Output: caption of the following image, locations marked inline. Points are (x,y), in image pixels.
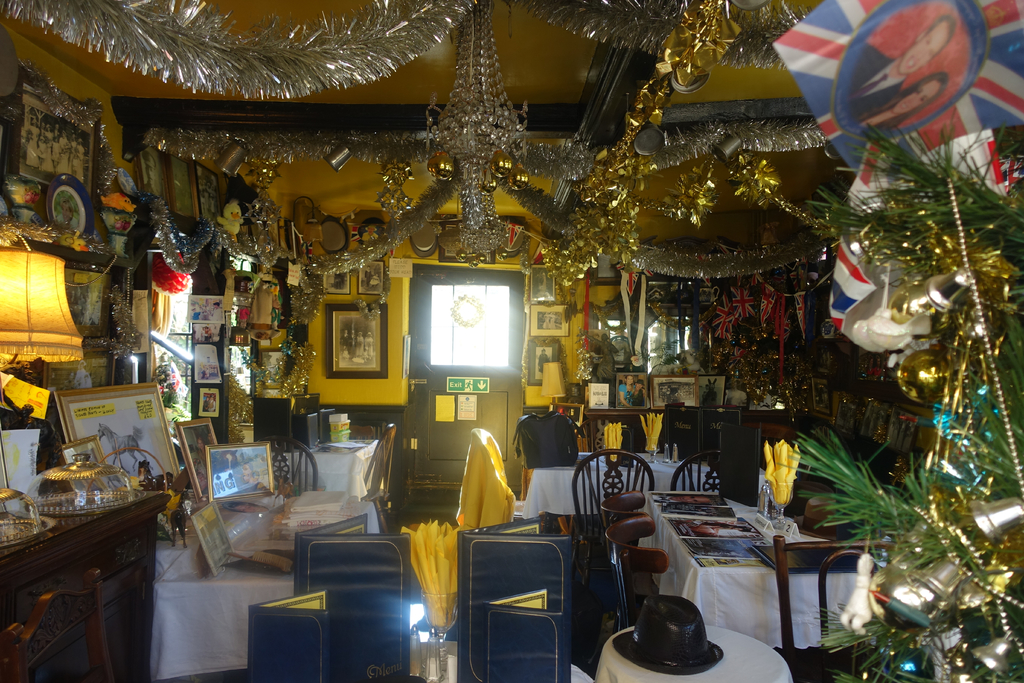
In this picture there is a room (331,595) in which some chairs (608,507) and tables (669,521) are there in the room (590,507) is decorated with some decorative items (740,253). There are some photographs (329,339) attached to the wall (571,348) here.
